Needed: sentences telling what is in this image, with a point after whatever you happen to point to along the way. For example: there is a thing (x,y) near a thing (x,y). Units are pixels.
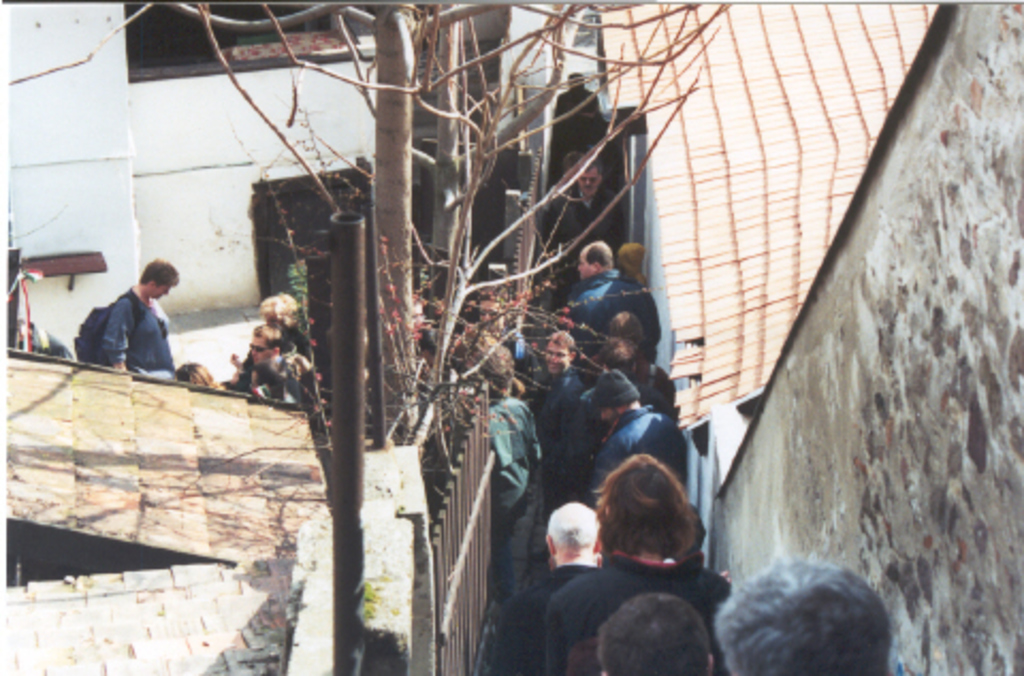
In this picture we can see buildings (104,214), walls (322,132), trees (450,194), fence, pole (362,182), bag (95,342) and a group of people (300,348) and some objects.
